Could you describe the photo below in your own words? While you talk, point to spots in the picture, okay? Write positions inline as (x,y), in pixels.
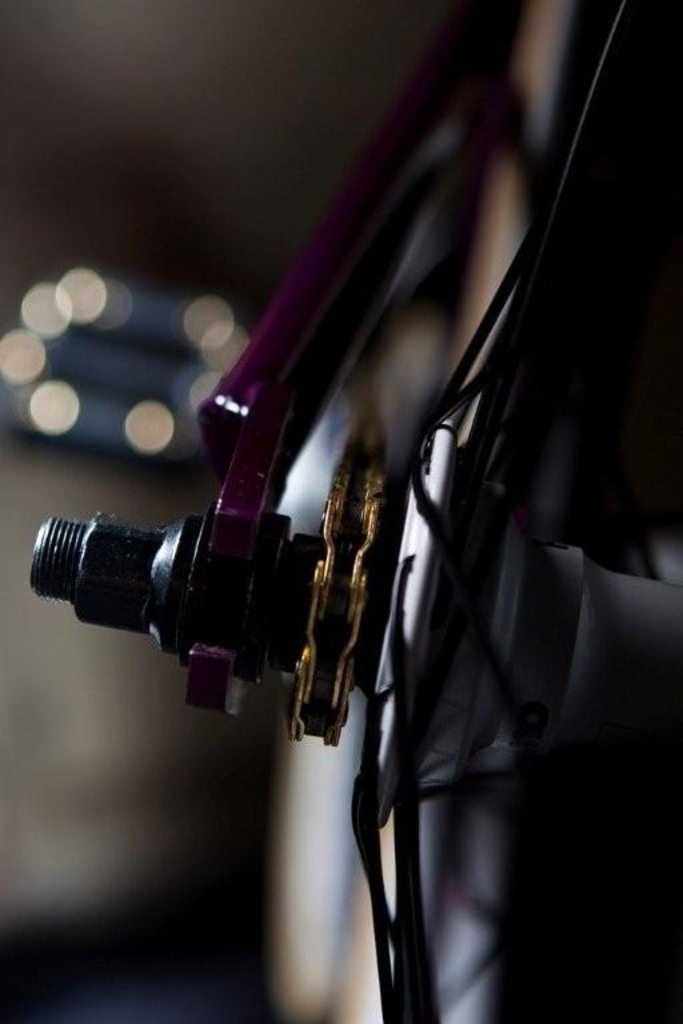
In this image, we can see the spokes wheel (337,907), we can see the frame (321,332), nut (112,574) and a bolt (129,592).
